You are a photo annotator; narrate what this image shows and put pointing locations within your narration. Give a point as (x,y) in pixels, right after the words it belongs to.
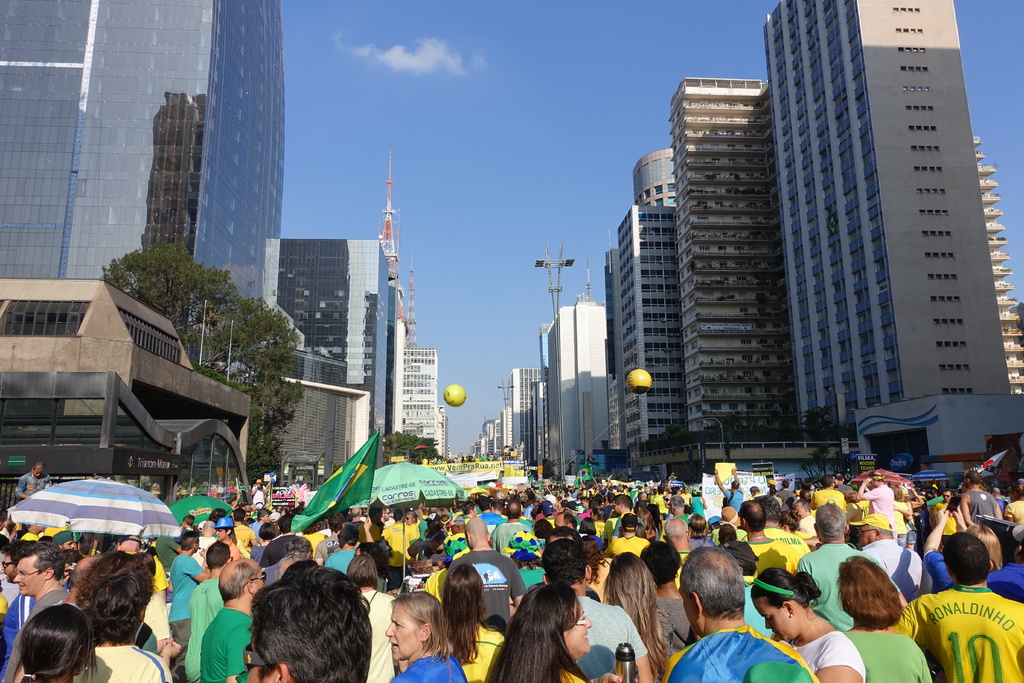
In this image I can see number of people (986,637) are standing. On the left side of this image (35,517) I can see few umbrellas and a flag (373,440). In the background (348,416) I can see number of buildings (790,322), few trees (251,438), few yellow colour things (450,396) in the air (443,291) and the sky (517,142).
